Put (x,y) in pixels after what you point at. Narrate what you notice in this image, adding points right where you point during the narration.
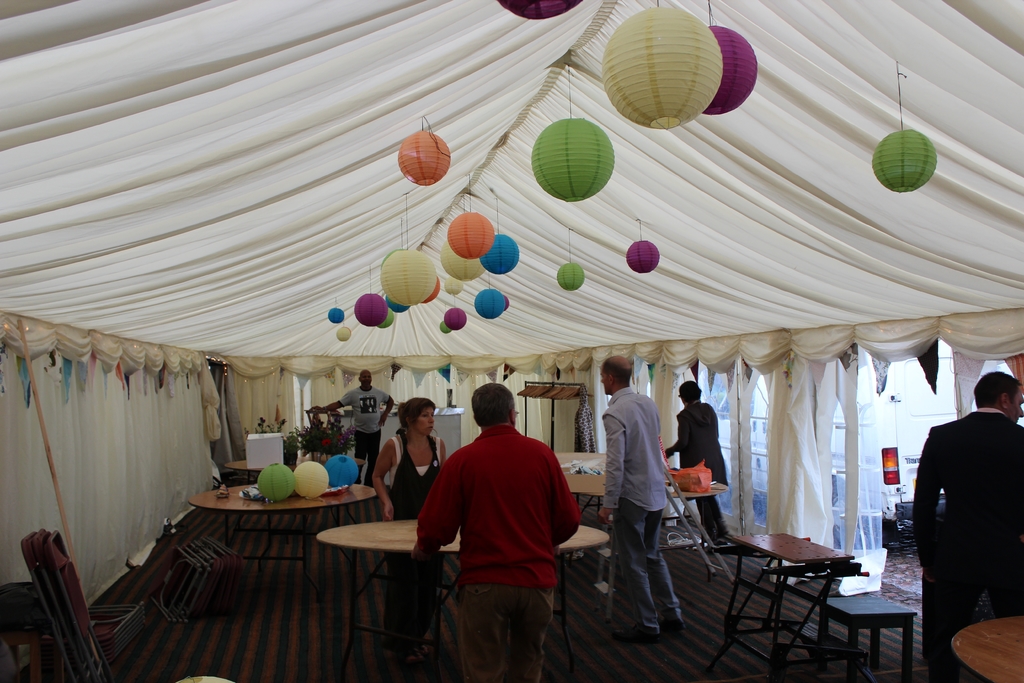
This picture was clicked in a tent (450,197). In the center (357,390) there are five people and another person (1022,398) in the right corner (1010,391), he is wearing black blazers (956,485). There are some tables (211,498) and chairs (206,576). Some of the lanterns (527,9) are hanging to the tent (646,177). On one of the table (195,505), there were three lanterns (351,463) in different colors, behind them there is a flower pot (295,444) with some flowers (349,428). To the right corner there is a bench (907,682). Outside the tent (816,458) there is a truck (912,405) which is in white in color.
